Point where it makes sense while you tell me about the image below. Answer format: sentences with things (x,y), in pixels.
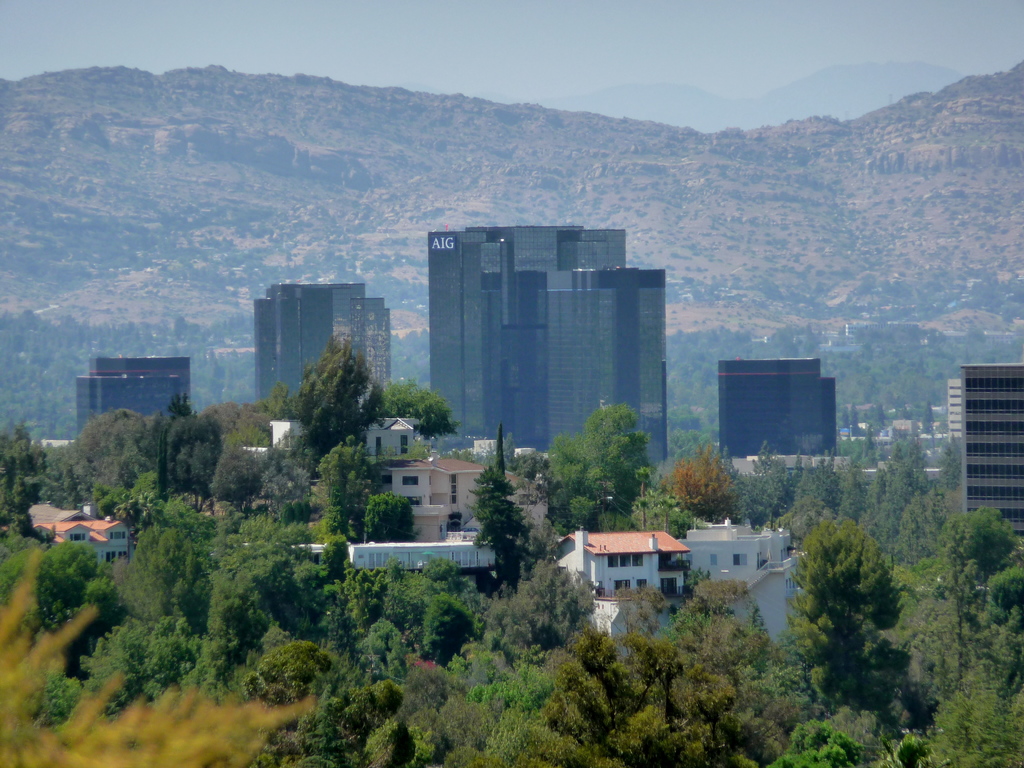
In this image in the center (642,328) there are some houses (541,507) and buildings (358,354), at the bottom (427,621) there are trees (891,604) and in the background (884,204) there are some mountains (435,146). And at the top of the image (556,35) there is sky (410,66).
